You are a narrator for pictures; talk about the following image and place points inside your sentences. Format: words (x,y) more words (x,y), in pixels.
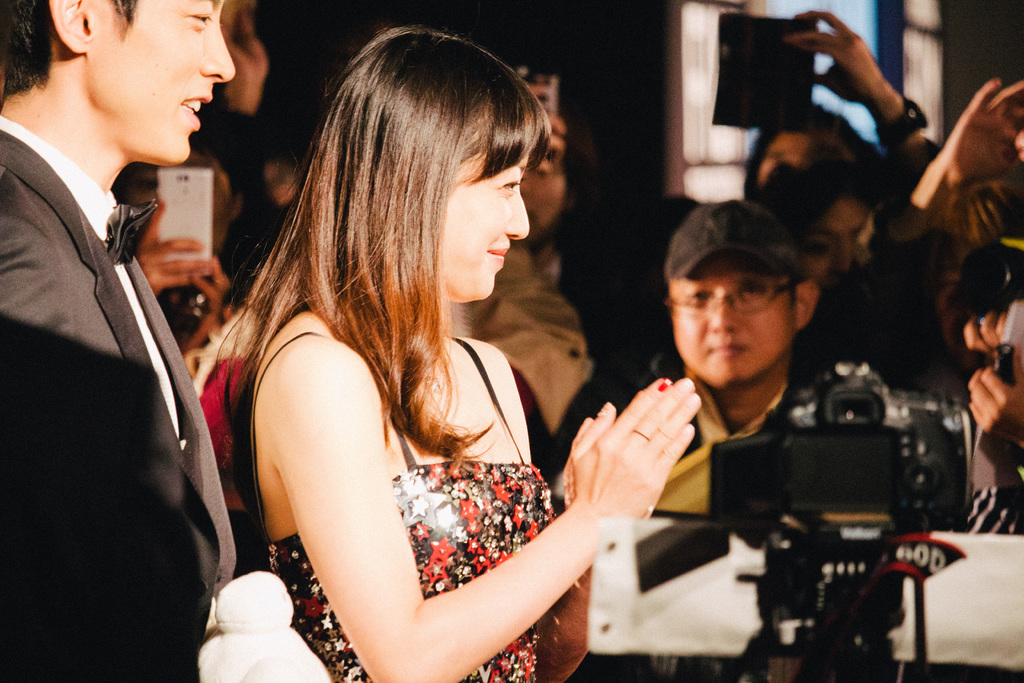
In this image, I can see a group of people (941,289). In the bottom right side of the image (951,477), I can see a camera (794,458) with a stand (833,642). There is a blurred background (343,30).
